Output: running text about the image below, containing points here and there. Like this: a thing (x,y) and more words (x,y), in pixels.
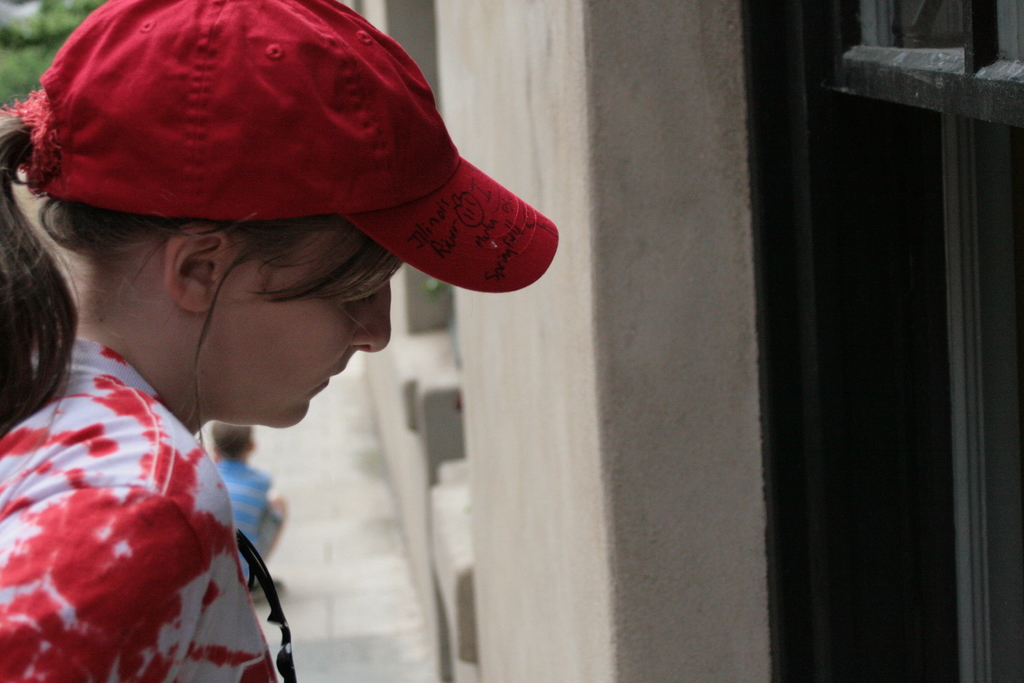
In the image I can see a person (237,366) who is wearing the cap (481,267) and standing in front of the door (843,448).
